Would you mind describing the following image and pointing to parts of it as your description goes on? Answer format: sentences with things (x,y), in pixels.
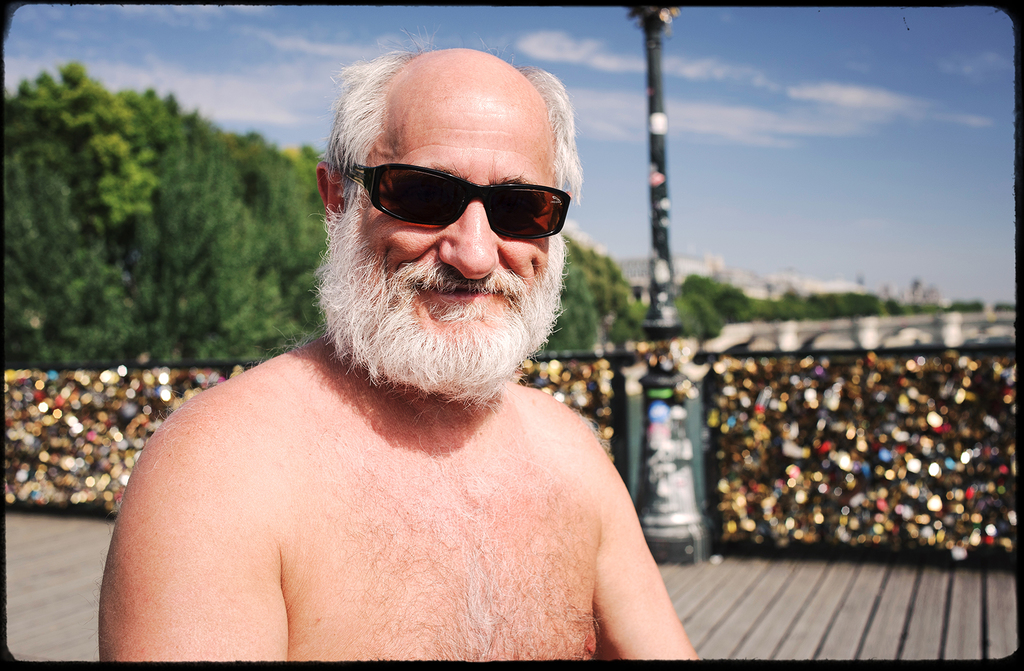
In the center of the image (440,267) we can see person (419,364) wearing glasses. In the background (333,89) there are trees (165,224), pole (655,151), buildings (767,273), sky (783,219) and clouds (740,118).
